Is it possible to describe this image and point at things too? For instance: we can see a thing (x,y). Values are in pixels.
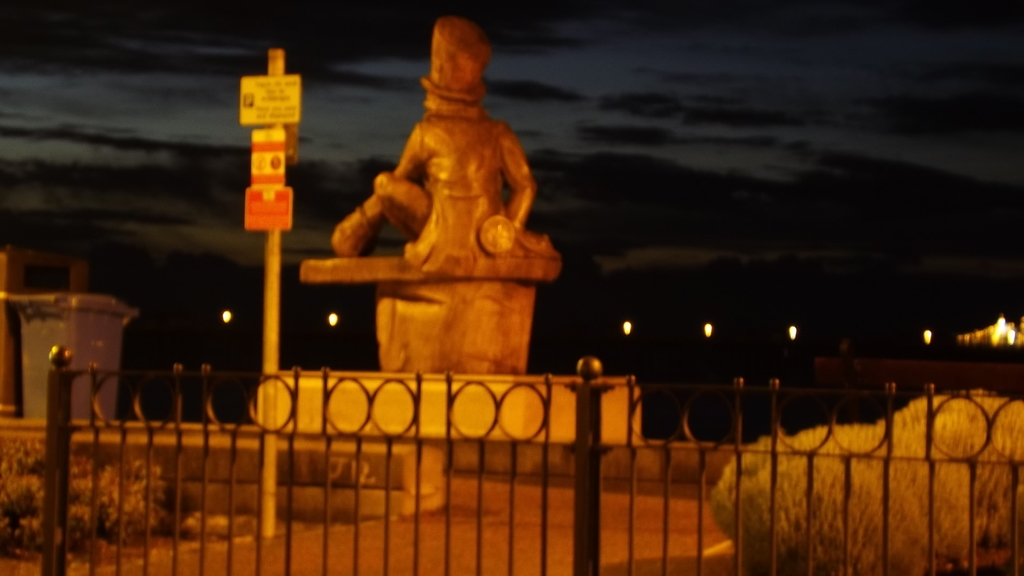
In this image there is a statue (401,327), beside there is a pole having few boards (264,220) attached to it. Left side (17,307) there is a dustbin (40,298). Bottom of image (964,500) there are few plants (927,486) behind the fence (575,494). Top of image (737,110) there is sky (799,125). Middle of image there are few lights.
